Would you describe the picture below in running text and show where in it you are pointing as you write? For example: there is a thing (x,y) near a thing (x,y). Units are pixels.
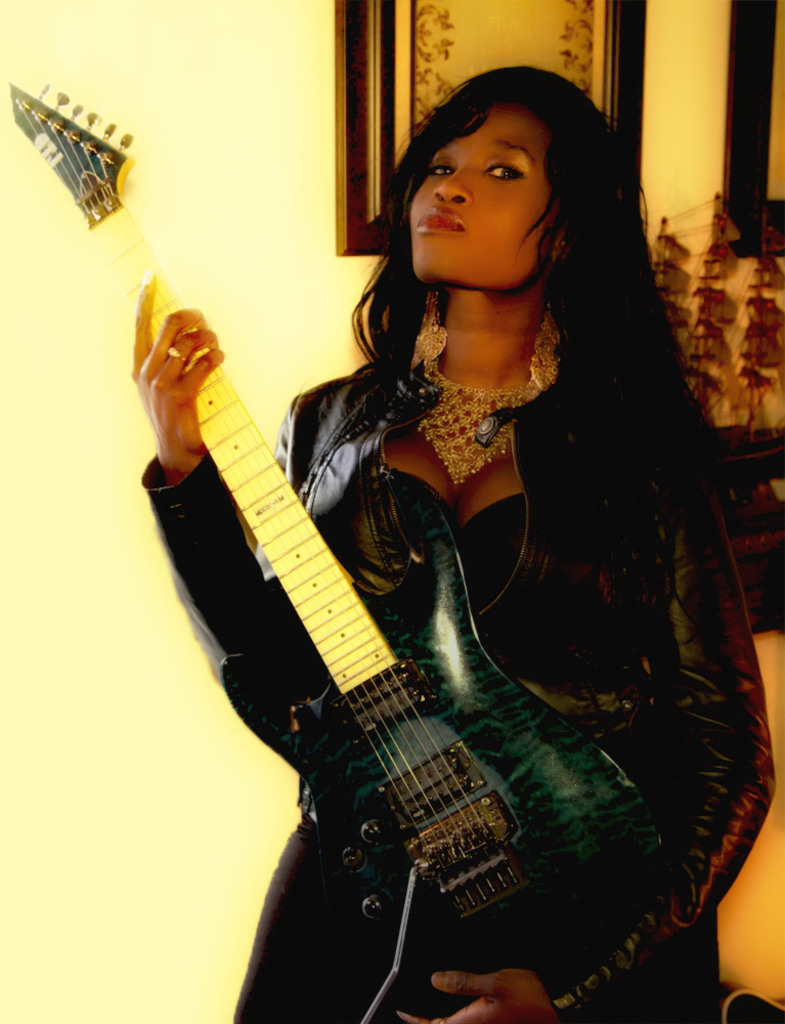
There is a woman (464,219) in black color dress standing and holding a guitar (359,629). In the background (628,49), there are photo frames (480,49) on the yellow color wall (238,72), and there are items (722,302) on the wall (781,796).
